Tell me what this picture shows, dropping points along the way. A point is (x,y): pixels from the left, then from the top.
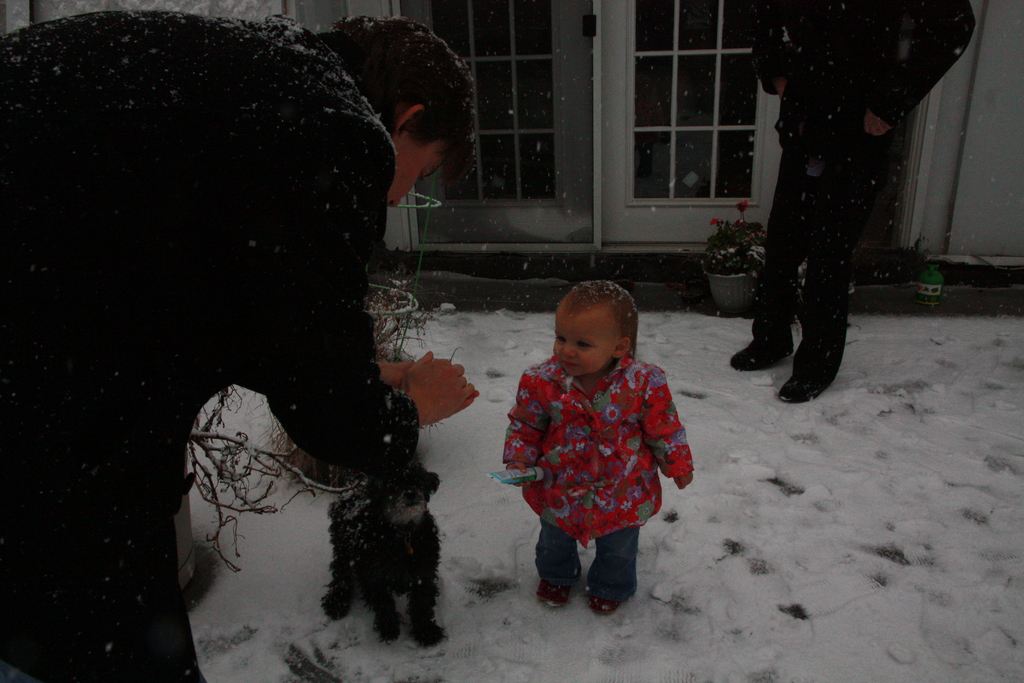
In this image there is a kid (593,440) holding an object (537,469) is standing on the surface (789,359) of the snow (472,514), beside the kid (529,498) there is a small dog (413,546) in front of the kid (580,405) there is a person (217,309), behind the kid (570,387) there is another person (803,200) standing on the surface (728,365) of the snow (720,365), behind the kid (604,344) there is a glass door (586,149) and there are flower pots (732,262) on the surface (774,379).
